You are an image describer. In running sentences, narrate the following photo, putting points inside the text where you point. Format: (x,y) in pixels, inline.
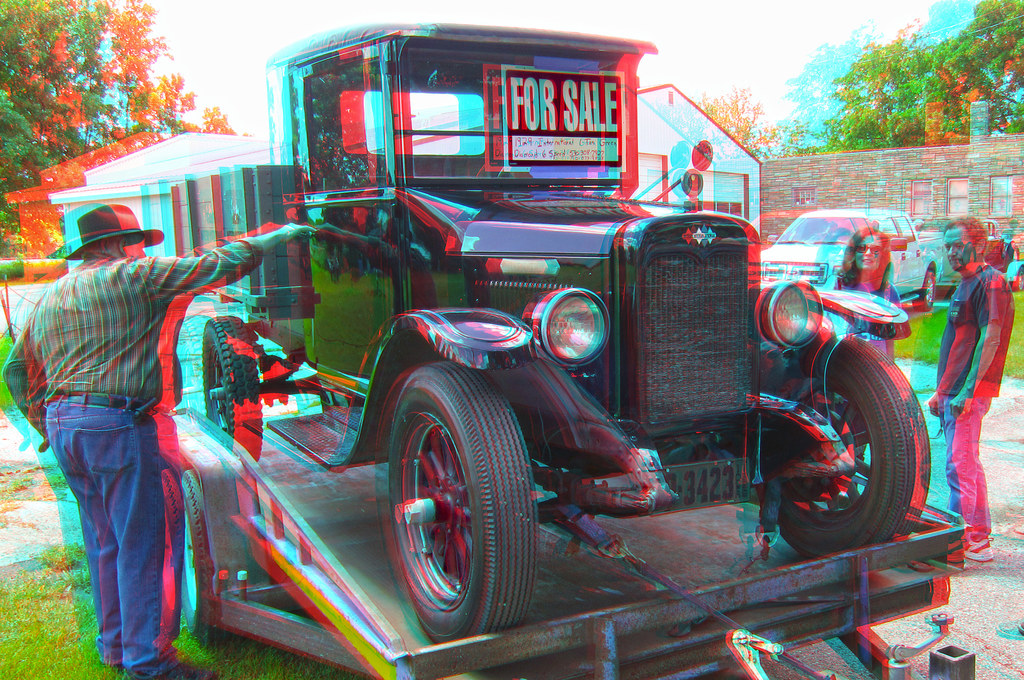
This is a slightly blurred picture. I can see three persons (970,353) standing, there are vehicles (523,305), there is one of the vehicle (430,622) on the truck (348,537), there is a board (508,99), there are houses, grass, trees (19,51), and in the background (668,2) there is sky (696,5).
